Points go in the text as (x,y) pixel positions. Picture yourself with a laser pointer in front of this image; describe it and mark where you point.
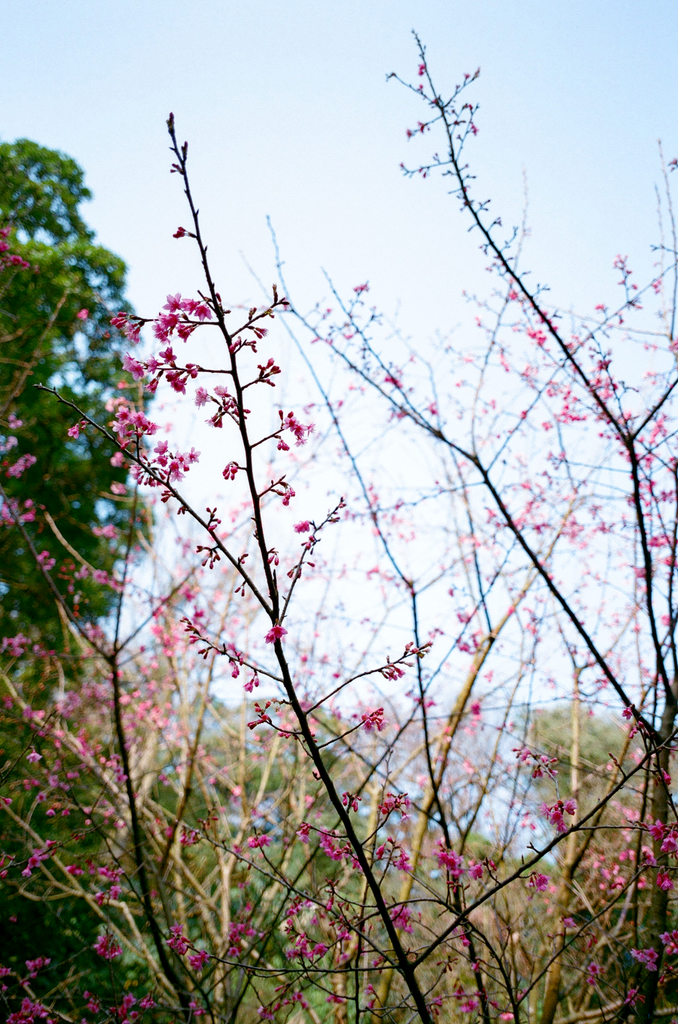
In this image there are flowers (276,560) on the dry branches (132,530) of a plant (254,589), behind the plant (167,461) there are trees (84,322).
